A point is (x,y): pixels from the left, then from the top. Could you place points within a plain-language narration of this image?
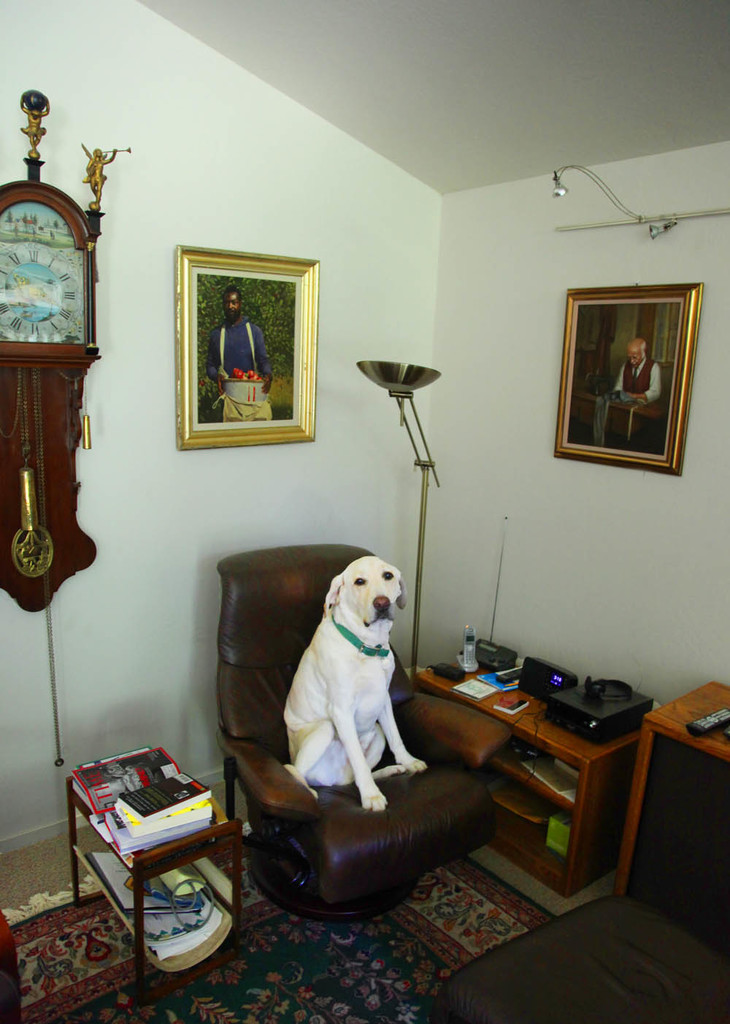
In this image I can see the dog (344,781) on the chair (321,886). The dog (312,757) is in white color and the chair (330,836) is in dark brown color. To the side I can see the tables (225,927) and there are books (159,827) and many electronic gadgets (592,691) on it. In the back (180,520) I can see the wall (115,524). To the wall (126,530) there is a clock (20,389) and two frames (261,348) can be seen.
